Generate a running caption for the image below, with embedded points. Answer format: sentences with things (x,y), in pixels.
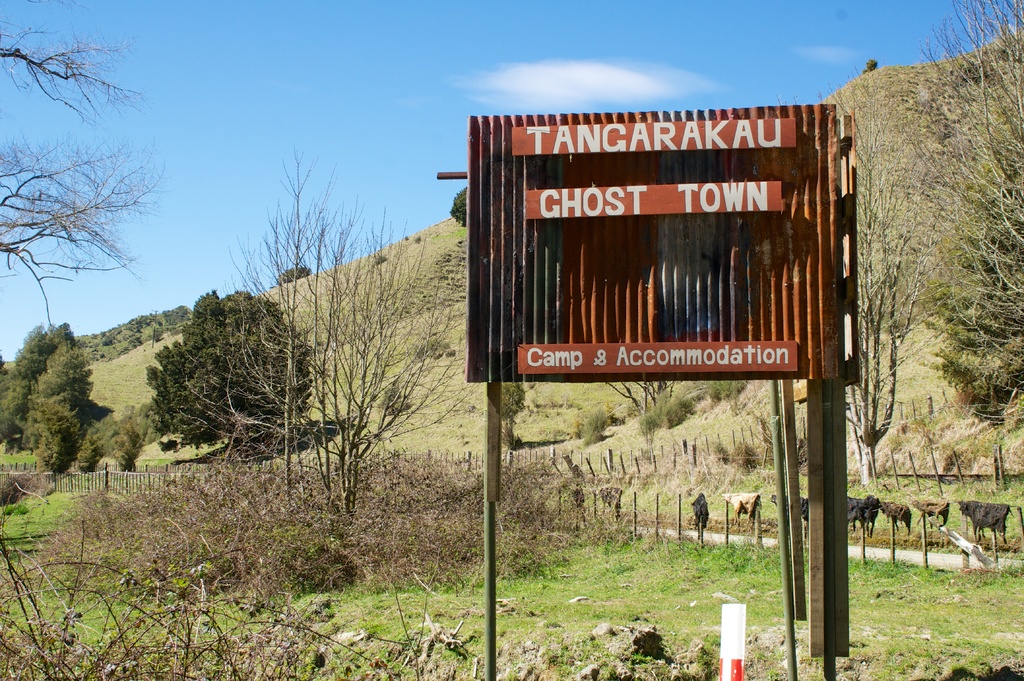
In the picture I can see the name sign indication board pole (721,279) on the right side (701,278). There are trees (398,382) on the left side (247,351) and the right side (1023,242) as well. I can see the plants (475,537) and green grass (447,610) at the bottom of the picture (253,534). I can see the poles (552,456) in the picture. There are clouds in the sky (341,147).
